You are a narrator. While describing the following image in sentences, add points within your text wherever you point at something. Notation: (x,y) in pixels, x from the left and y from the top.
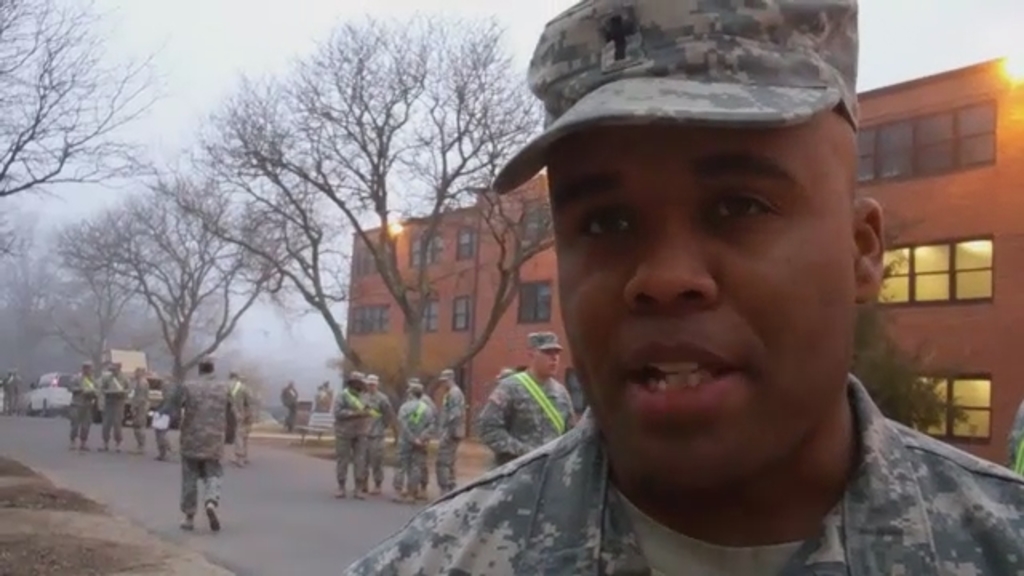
In this image we can see a person (670,408) wearing cap (680,99). In the back (106,479) there is a road (283,536). There are many people (12,377) wearing caps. Also there is a vehicle (44,397). And there is a building (911,244) with windows (908,257). There are lights (56,379). Also there are trees (131,267). And we can see a bench (319,424) in the background (319,424). And it is looking like fog (191,135).
